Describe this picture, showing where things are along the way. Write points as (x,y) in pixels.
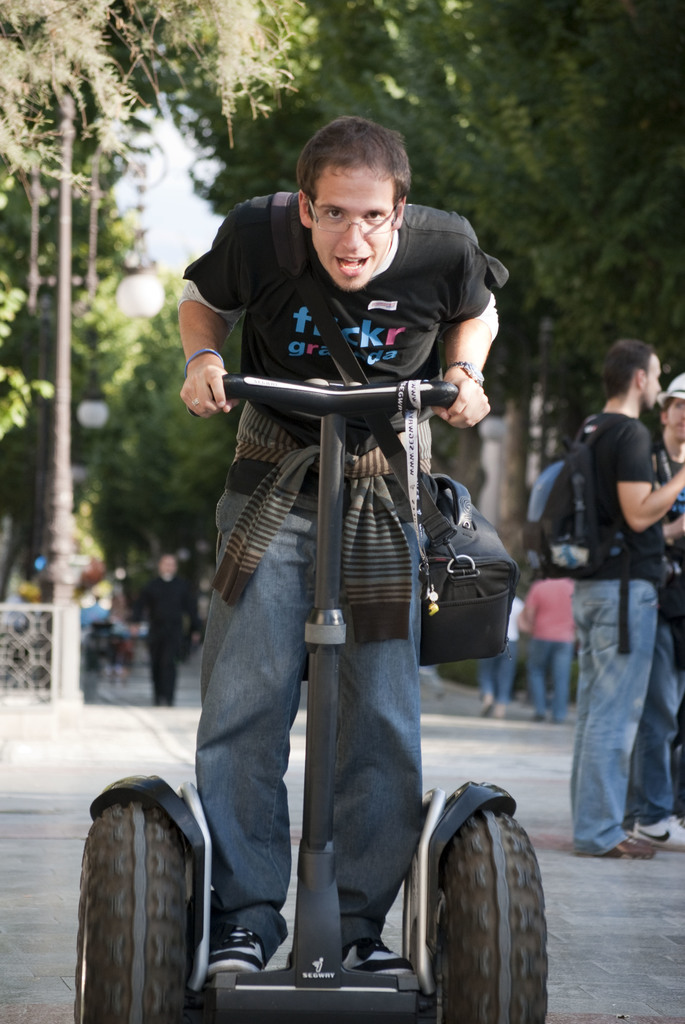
In this image we can see a few people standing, we can see the segway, behind that we can see the street lights (141,300), trees (222,469), at the top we can see the sky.
